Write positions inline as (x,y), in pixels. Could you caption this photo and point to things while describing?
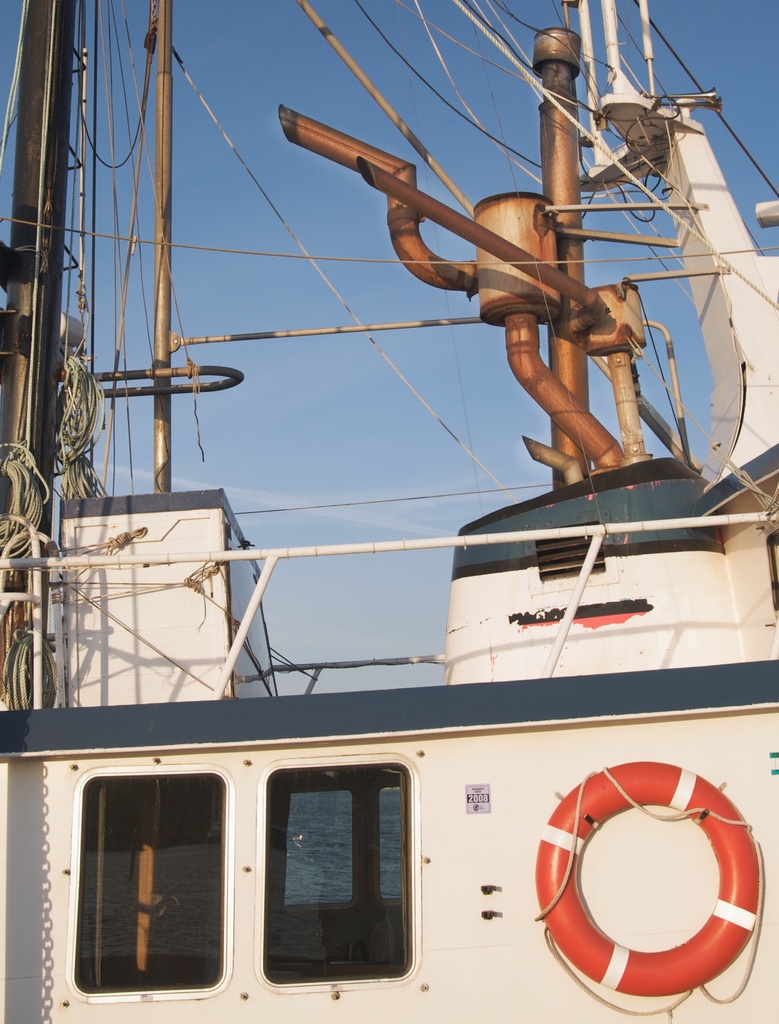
In the picture I can see a ship (417,703) which has ropes (543,917), windows (337,767), poles (625,525) and some other objects (613,523). In the background (332,621) I can see the sky (347,431).
